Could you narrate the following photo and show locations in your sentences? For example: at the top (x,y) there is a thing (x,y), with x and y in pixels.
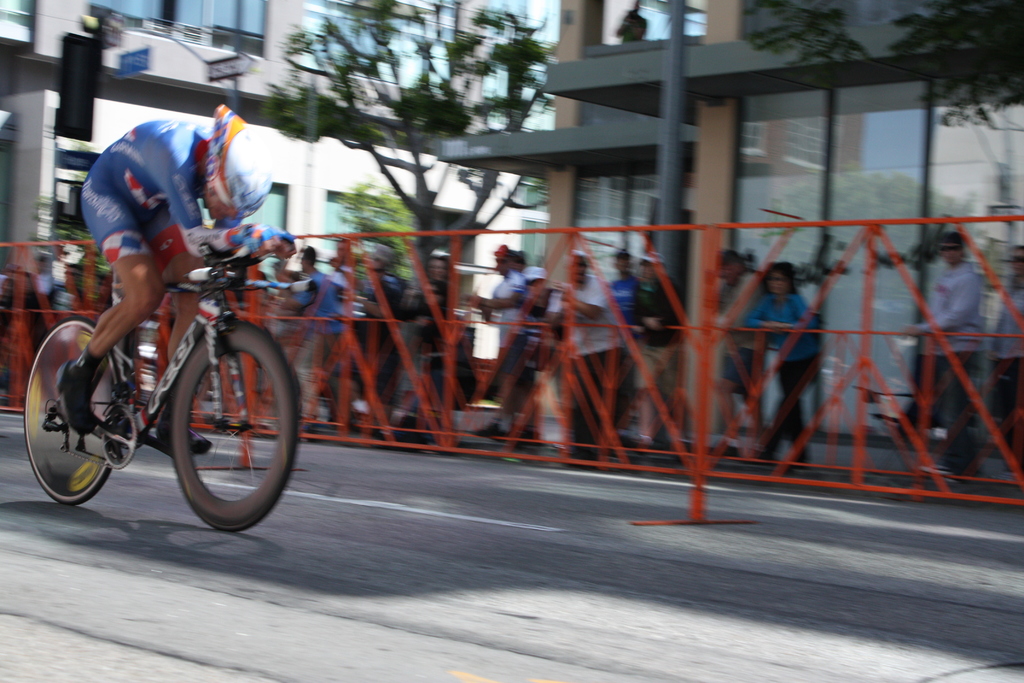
On the left (142,315) there is a person (151,280) riding bicycle (184,427). In the center of the picture (598,322) there is barricade (502,232), on the other side of the barricade (457,254) there are people (620,281) standing and watching. In the background (476,82) there are buildings (1000,107), trees (503,101), boards (227,64) and other objects (83,78).
